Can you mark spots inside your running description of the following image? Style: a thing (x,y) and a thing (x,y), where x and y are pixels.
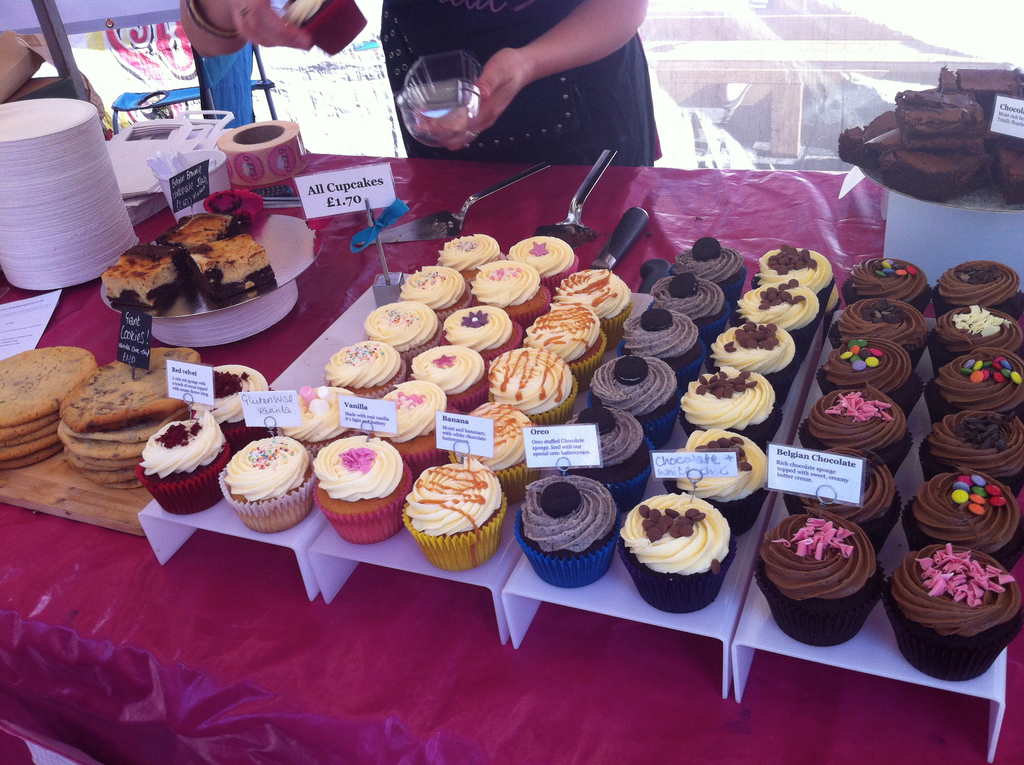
As we can see in the image there is a man (521,73) standing and holding glass (423,114) and there is a table (294,357). On table (294,333) there are cupcakes (527,366) and plates (67,177).
